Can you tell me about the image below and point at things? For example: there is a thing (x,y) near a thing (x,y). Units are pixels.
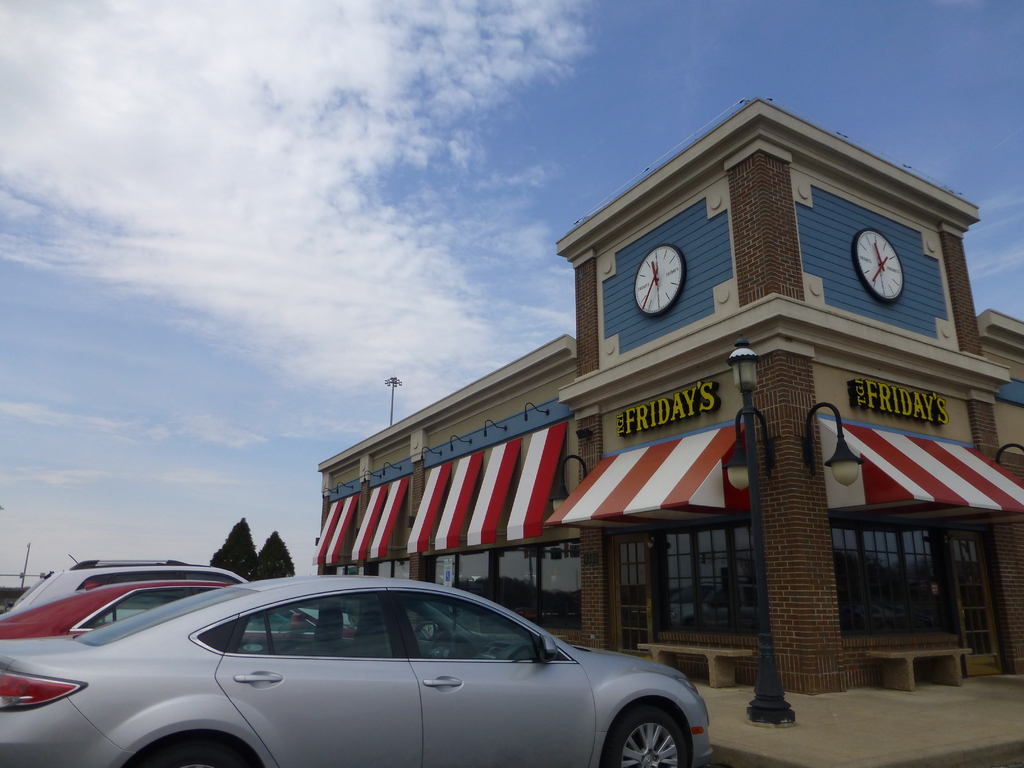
This looks like a building (438,579) with the glass doors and a name board (702,404) attached to it. These are the wall clocks (870,290). I can see the cars (124,638), which are parked. I think these are the trees (252,556). This looks like a light pole (754,506). I can see the lamps (810,435) attached to the wall (812,558). These are the benches (913,655). I can see the clouds (344,139) in the sky (660,73).
